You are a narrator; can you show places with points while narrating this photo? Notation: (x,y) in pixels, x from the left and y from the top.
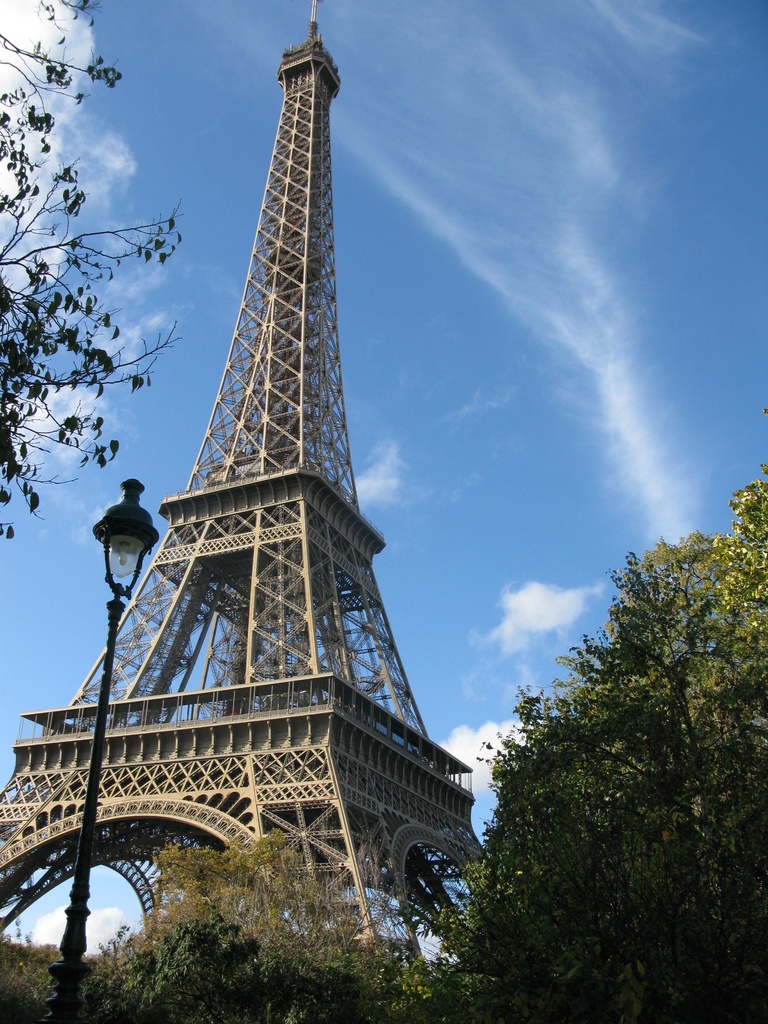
In this picture we can see a clear blue sky (516,334) with clouds (516,306), trees (13,455) and a light (134,539) with a pole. This picture is mainly highlighted with a tower (263,596).
